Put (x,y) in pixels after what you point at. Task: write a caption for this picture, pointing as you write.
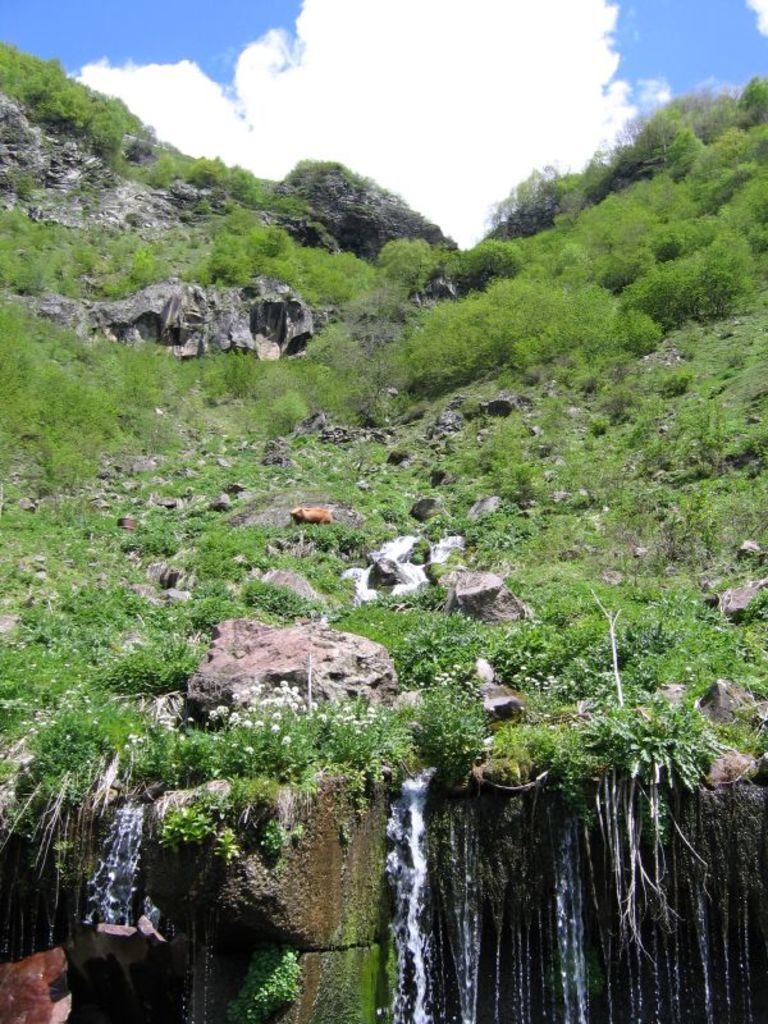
In this image we can see rocks (313,1014), grass (402,424) and other objects (406,350). At the bottom of the image (577,975) there is a waterfall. At the top of the image (430,101) there is the sky (458,96).
